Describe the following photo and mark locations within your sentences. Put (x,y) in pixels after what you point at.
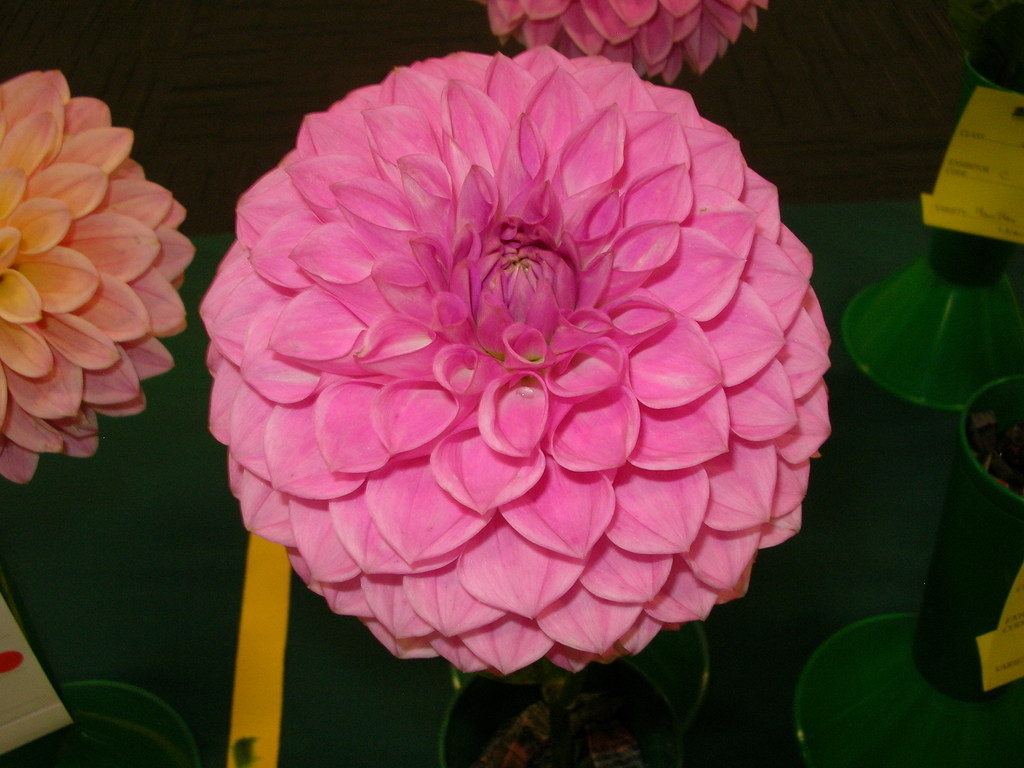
In this picture I can observe pink color flower (454,353) in the middle of the picture (416,310). The background (249,131) is dark.
